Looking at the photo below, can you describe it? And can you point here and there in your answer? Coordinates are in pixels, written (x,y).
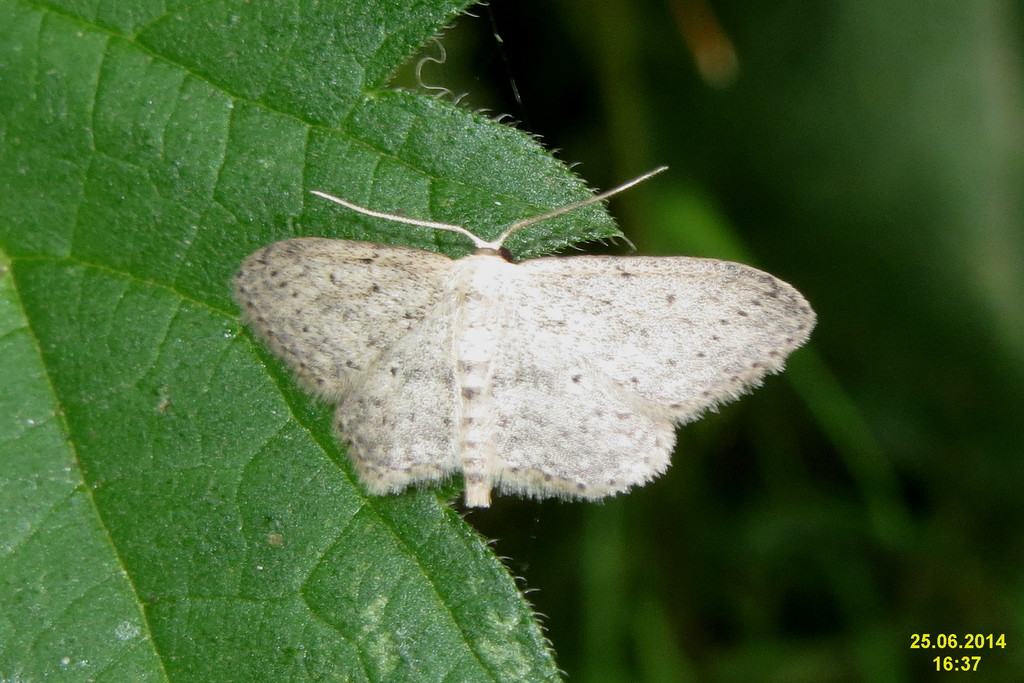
This image is taken outdoors. In this image the background (644,57) is a little blurred. On the left side of the image (262,199) there is a leaf (62,373). In the middle of the image (447,305) there is a butterfly (479,369) on the leaf (343,236).
